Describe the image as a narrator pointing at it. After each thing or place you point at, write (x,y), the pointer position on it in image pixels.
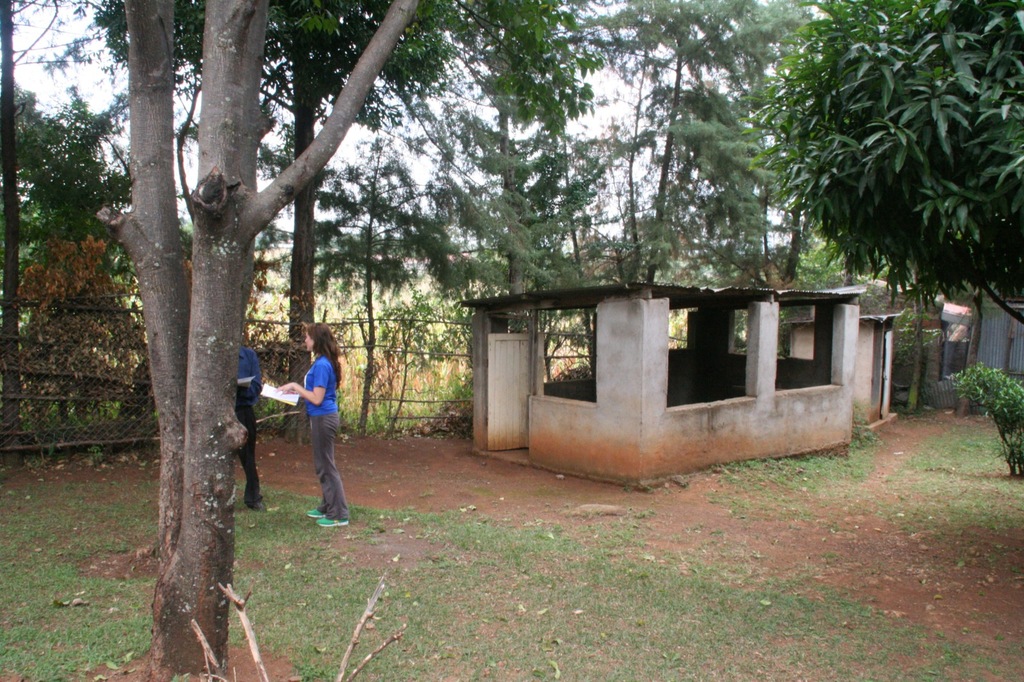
In this picture I can see there are two people (310,401) standing here and there is a building (648,382), trees (232,537) and fence (116,430) in the backdrop (147,445).
